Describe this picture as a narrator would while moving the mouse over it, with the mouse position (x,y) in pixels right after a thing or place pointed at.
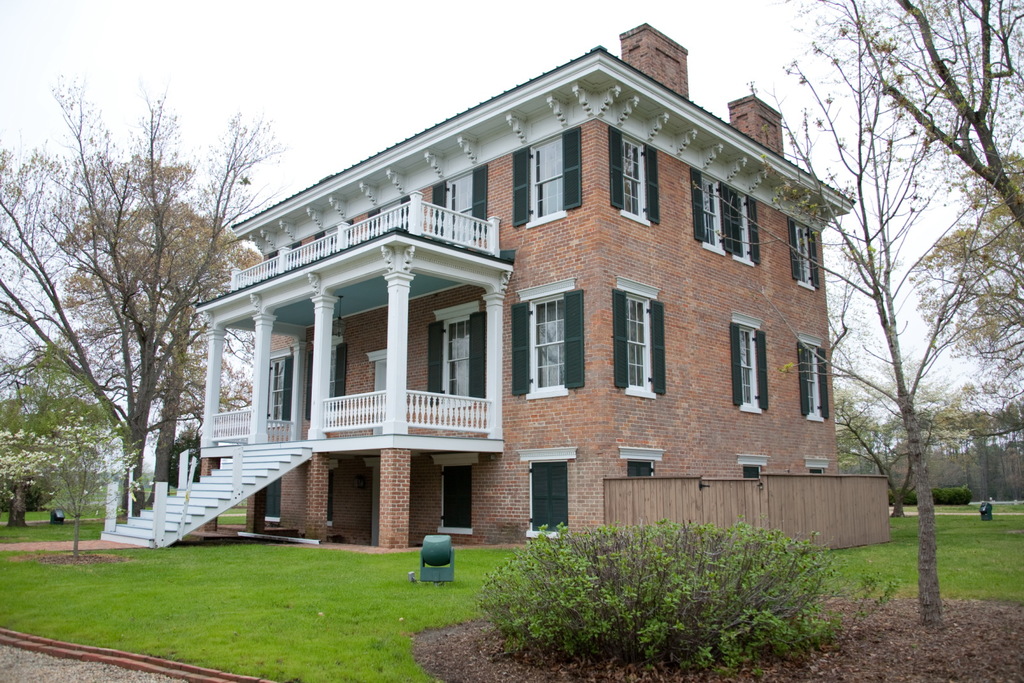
In the picture we can see a house (428,502), there is grass (370,629), there are some plants (650,575) and in the background of the picture (22,372) there are some trees (908,438) and top of the picture (241,72) there is cloudy sky (251,79).
